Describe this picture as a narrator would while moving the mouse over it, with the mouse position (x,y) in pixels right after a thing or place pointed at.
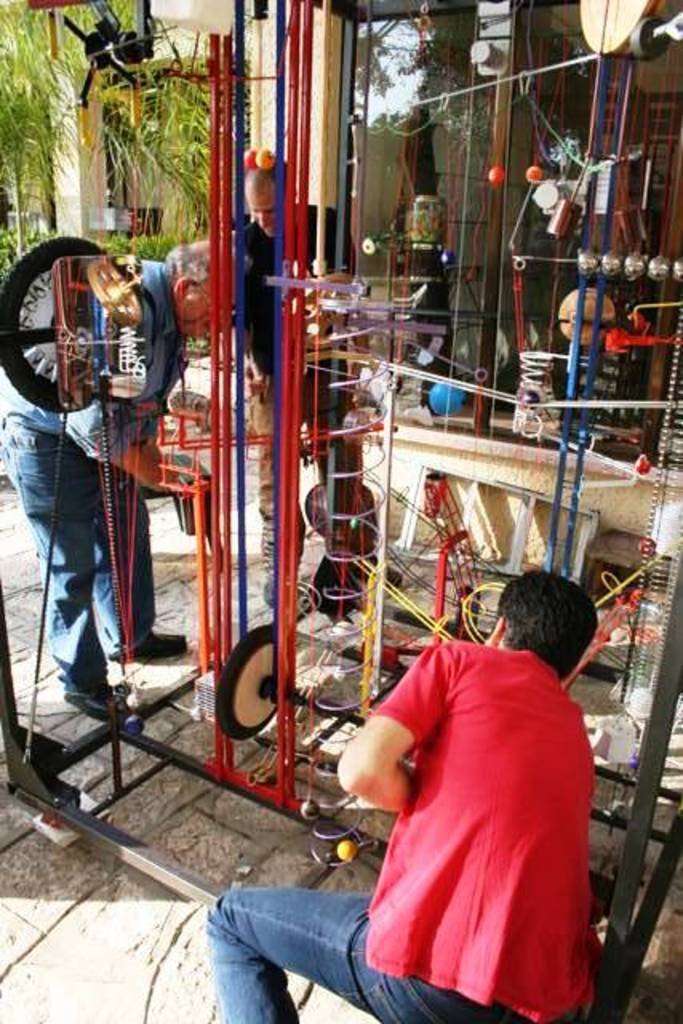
In this image there are persons (174,332) standing and in the center (245,556) there is a stand (227,417). In the background (22,98) there are leaves (176,118) and there are objects (442,379) which are blue, red and white in colour and there is a pillar (86,204). In the front (52,319) there are wheels (50,364) and there are ropes (129,505).
